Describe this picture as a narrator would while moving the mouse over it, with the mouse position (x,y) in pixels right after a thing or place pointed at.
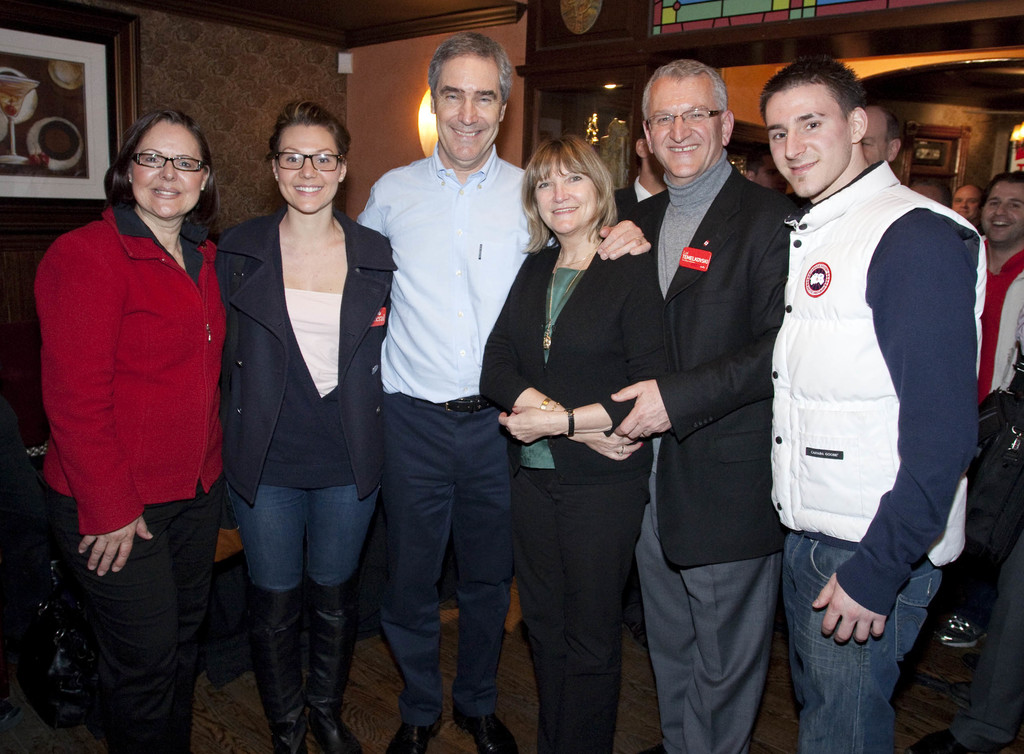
The Picture shows few people (906,211) standing and few of them wore spectacles (293,157) and we see smile (453,133) on their faces (165,152) and we see a photo frame (109,99) on the wall (261,154) and we see lighting (425,102).
